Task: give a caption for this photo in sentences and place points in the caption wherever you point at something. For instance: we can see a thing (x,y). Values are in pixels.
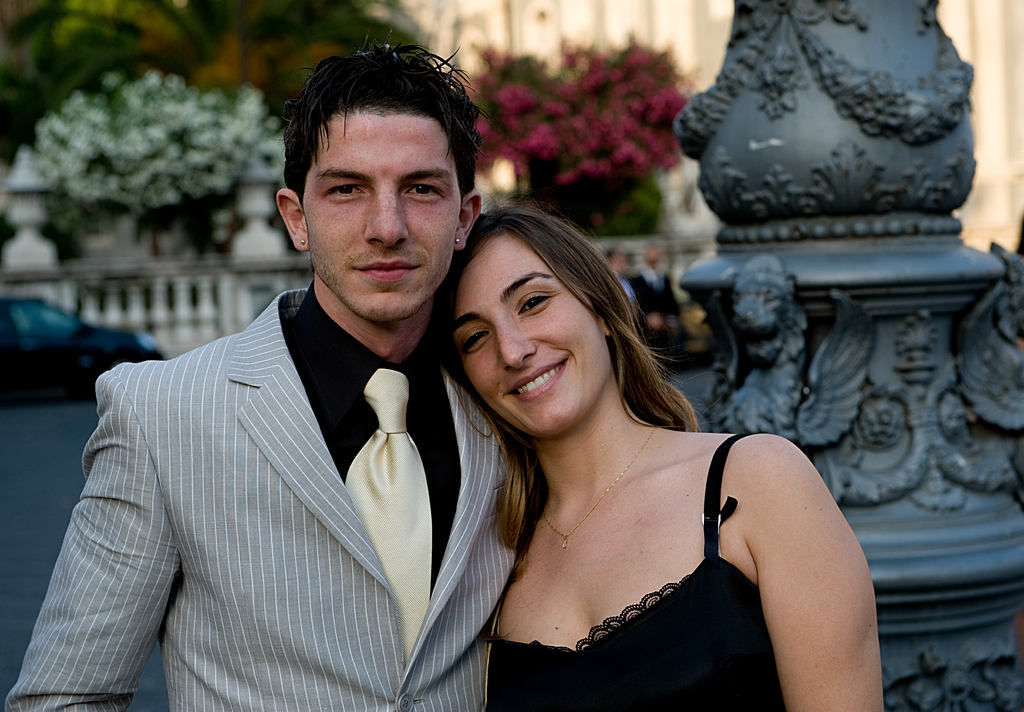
The woman (630,537) in the black dress (599,666) is standing beside the man (432,450) who is wearing a black shirt (321,427) and grey blazer (302,503). Both of them are smiling. Behind them, we see a black pillar (764,347) and a black car (25,330) is moving on the road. We even see people (659,334) moving on the road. Behind that, there are trees (130,51) and plants (586,118). In the background (661,17), we see a white color building (664,45) and it is blurred in the background (693,28).
